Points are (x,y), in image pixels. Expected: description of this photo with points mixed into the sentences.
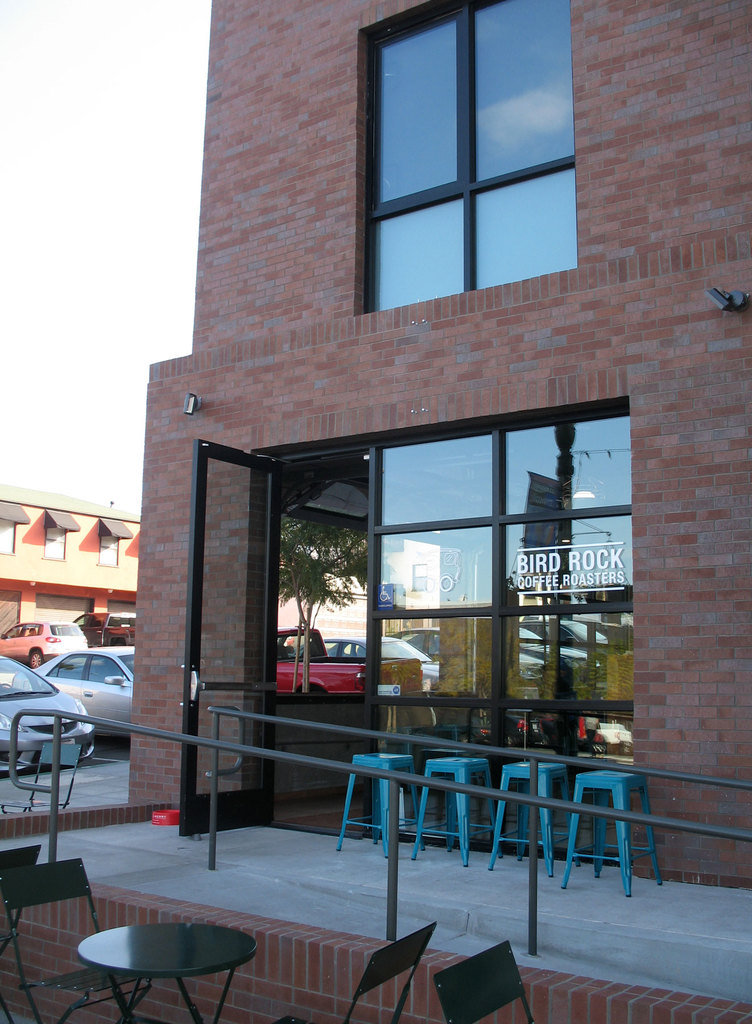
there is a building (494,572) with a glass door (521,676) at the bottom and a glass window (460,195) at the top of it. the walls (507,347) are made up of red bricks (722,539). in front of it there are stools (590,777). in front of the building (501,399) there is a table (179,930) and chairs (50,877), behind that there are cars (99,667) and other buildings (50,570).
